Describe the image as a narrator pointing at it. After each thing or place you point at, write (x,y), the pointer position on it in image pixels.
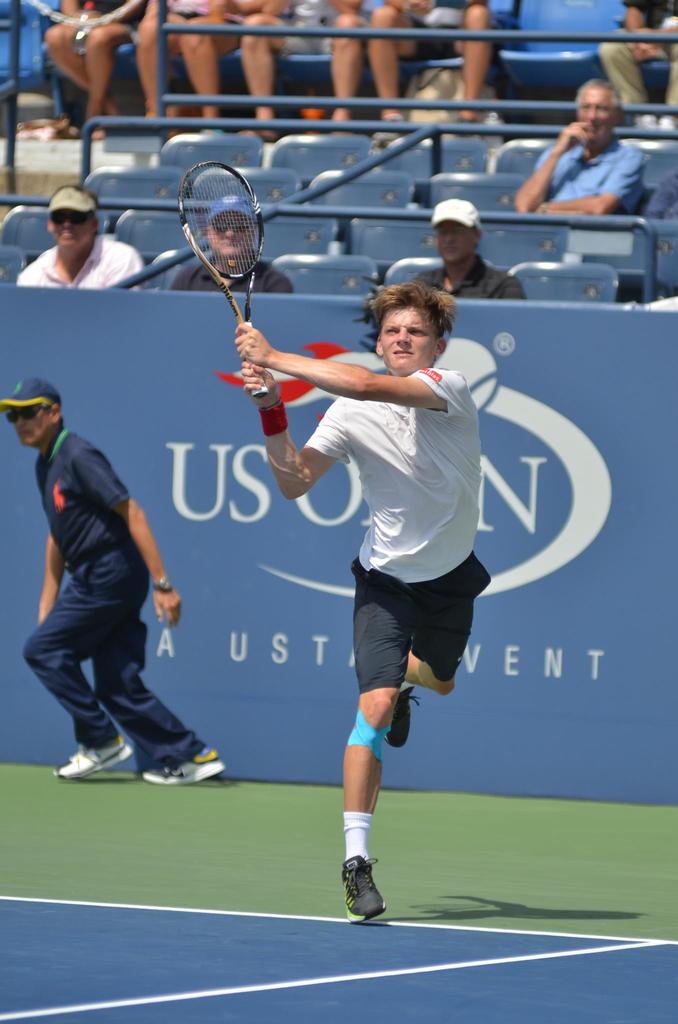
In this image I can see a man (405,590) is holding a tennis racket (223,193) in his hand (273,382) and behind this man (435,361) there are few people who are sitting on a chair (412,149) and the person (102,736) on the left side (79,733) is walking and he is wearing a hat (37,388) and glasses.
